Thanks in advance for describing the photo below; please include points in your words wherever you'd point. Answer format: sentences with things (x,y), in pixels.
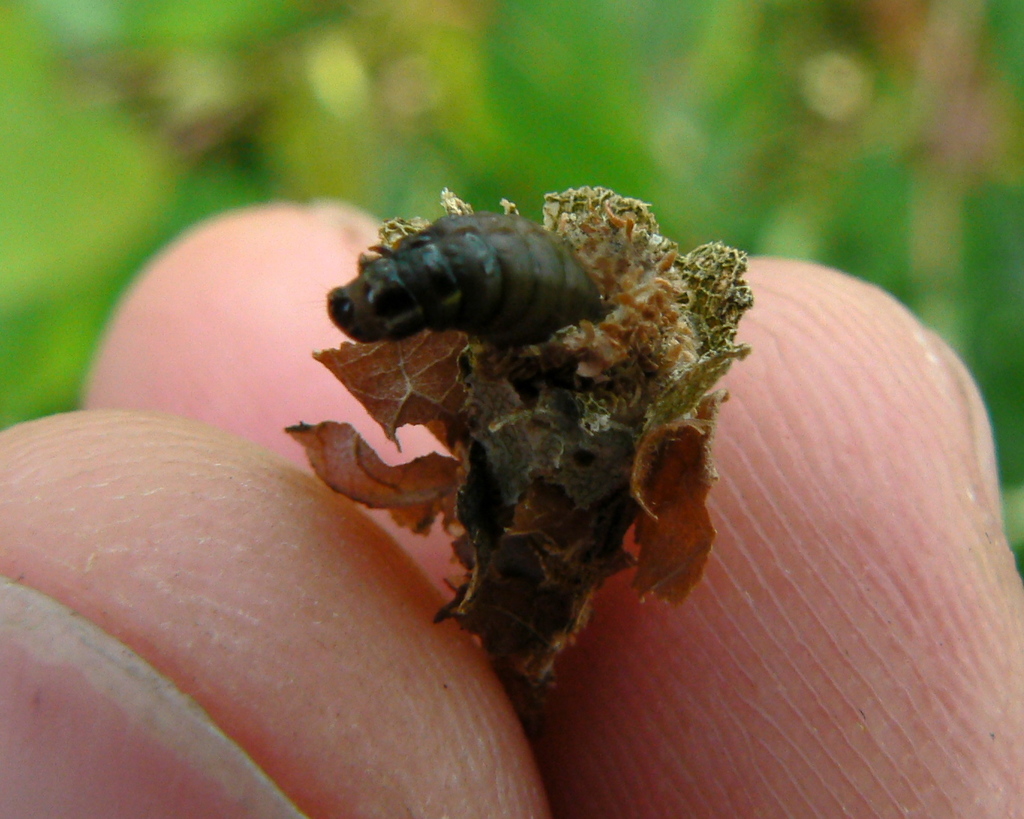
In this picture there are persons fingers (250,448). In the center of the picture (559,385) there are dry leaves (538,399) and an insect (565,263). The background (910,69) is blurred.
